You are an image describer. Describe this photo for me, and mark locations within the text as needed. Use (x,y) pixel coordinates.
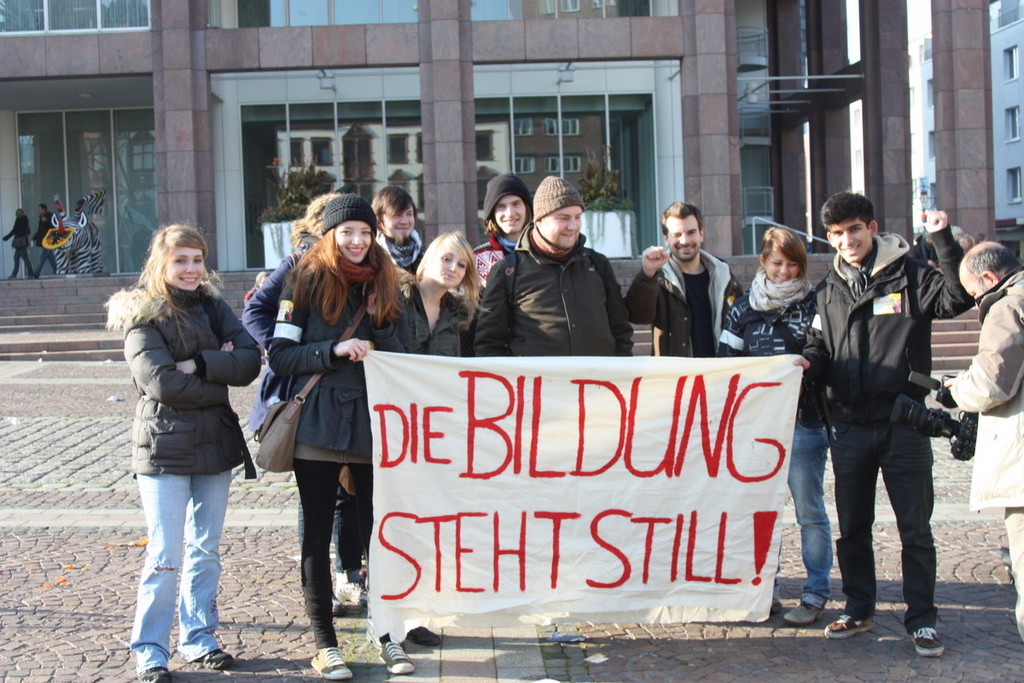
In this image there are group of people (531,287) who are standing on the floor (227,557) are holding the banner (556,422). In the background (505,97) there is a building (401,110) with the glass windows (105,21). There is a statue (79,235) on the left side (87,251), Beside the statue (73,251) there are two persons (15,242) who are walking on the floor (724,632). On the right side (1006,452) there is a person (973,404) who is holding the camera (919,409). In the background (955,338) there are steps (960,320) and pillars (968,135).
